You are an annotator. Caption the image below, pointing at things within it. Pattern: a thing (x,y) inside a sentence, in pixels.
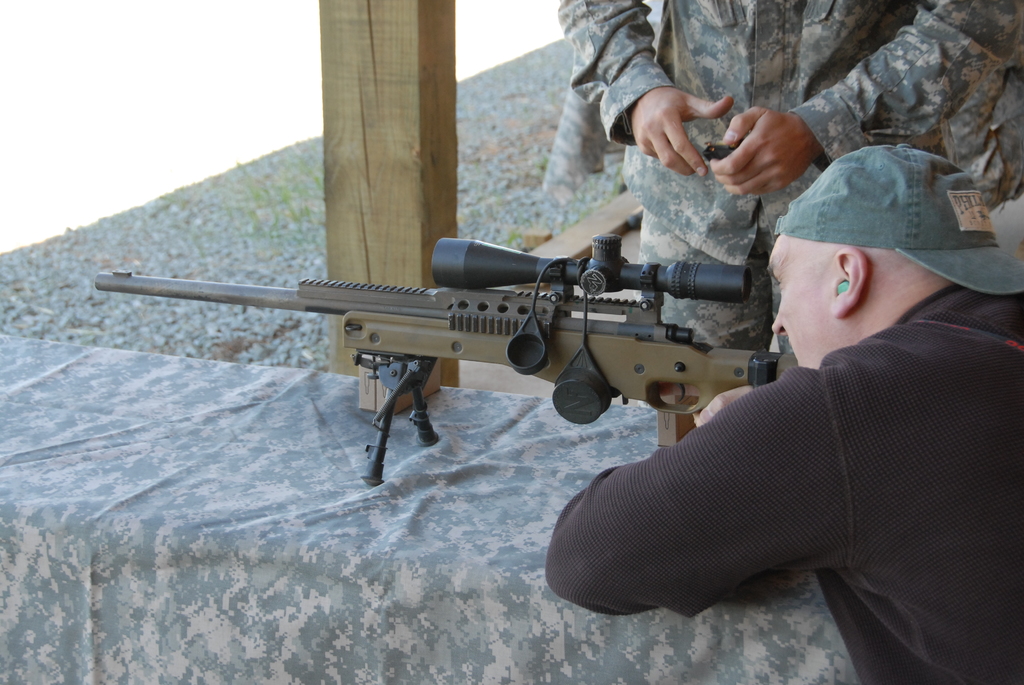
In this picture we can see there are two people (776,488) and we can see gun (549,373) on the table (396,475) and wooden object (332,188). In the background of the image (459,8) it is white.
